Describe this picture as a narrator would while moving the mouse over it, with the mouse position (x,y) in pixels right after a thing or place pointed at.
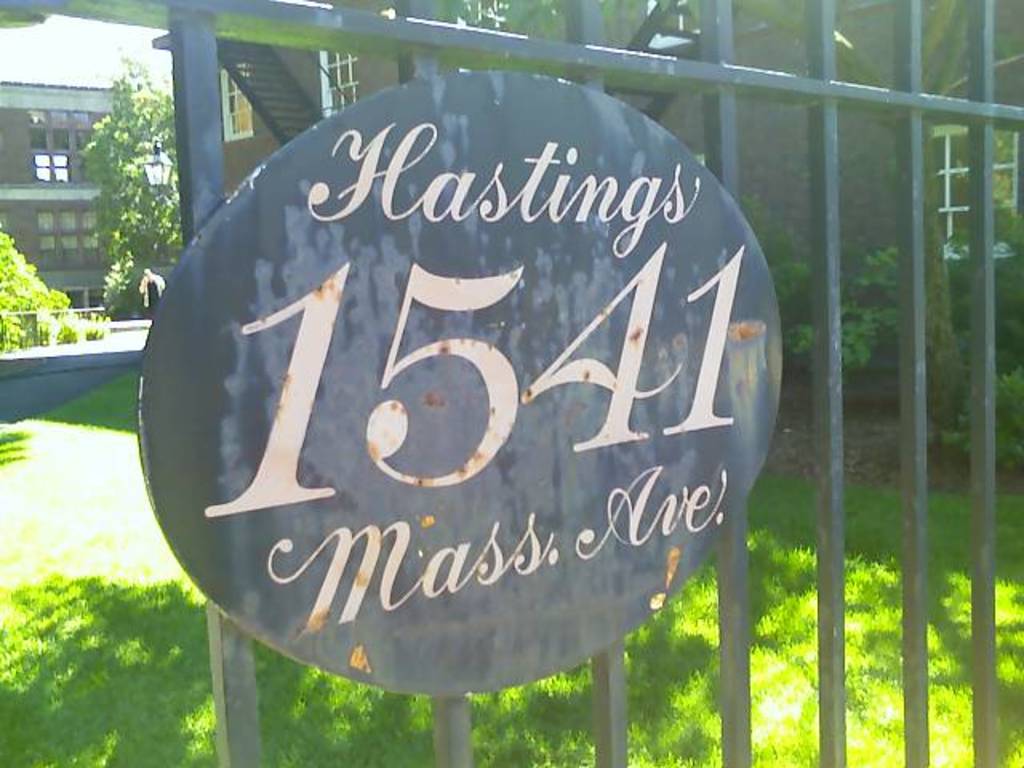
This image consists of a fencing (209,60) made up of metal (935,93). In the front (163,409), we can see board (455,251) on which there is text (473,572). At the bottom (334,727), there is green grass (505,724). In the background (1023,12), there are buildings (1023,12) along with the plants (113,239).
